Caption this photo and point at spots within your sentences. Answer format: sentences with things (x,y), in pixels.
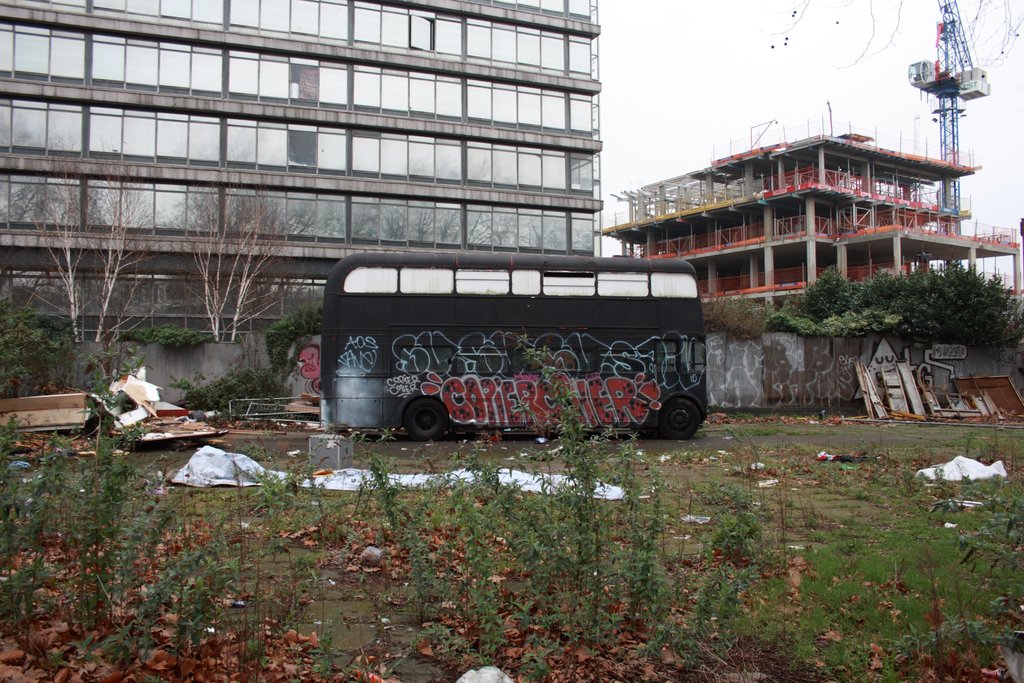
In this image, we can see buildings (807,184). There is a bus (522,368) in front of the wall (762,368). There are trees (988,301) on the left (114,320) and on the right side of the image (893,301). There are some plants (630,518) at the bottom of the image (441,518).
